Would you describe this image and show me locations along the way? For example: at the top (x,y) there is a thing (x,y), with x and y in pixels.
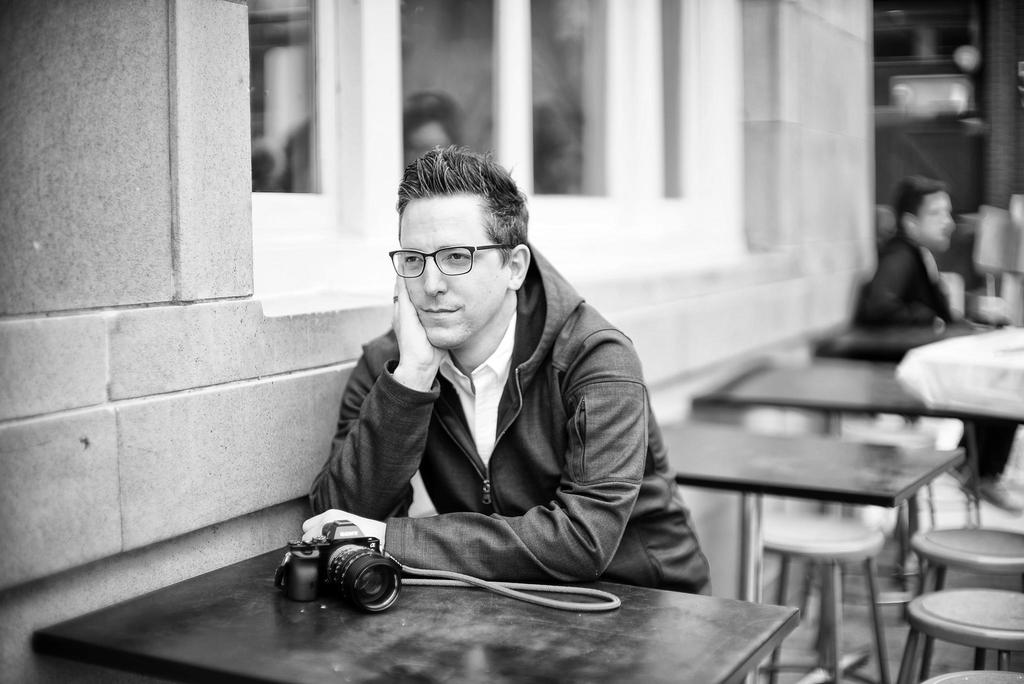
This is a black and white pic. We can see a man (527,447) is sitting at the table (411,615) and there is a camera (314,578) on the table (531,681). In the background (794,332) we can see the wall (173,481), window doors (632,0), person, tables (877,451), stools (907,642) and objects (964,120).
